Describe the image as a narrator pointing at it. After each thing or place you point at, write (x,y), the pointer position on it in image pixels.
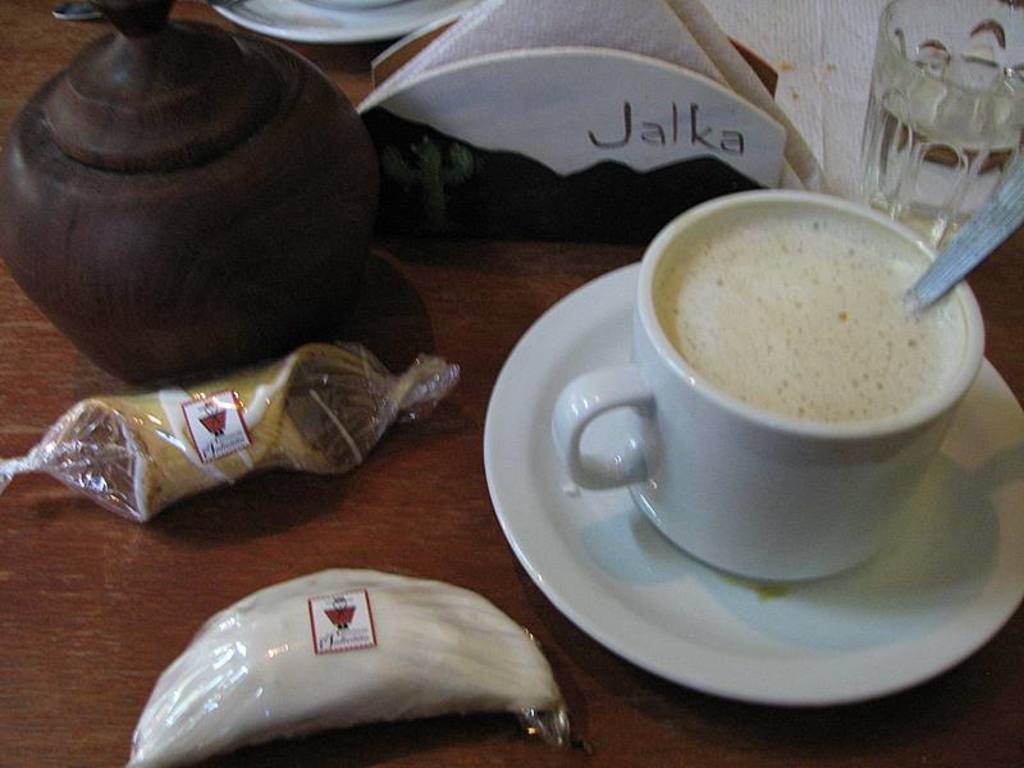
This is milk (814,403) in a white color cup (784,487) and saucer (733,584). These are the tissues (593,39) in the middle of an image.
